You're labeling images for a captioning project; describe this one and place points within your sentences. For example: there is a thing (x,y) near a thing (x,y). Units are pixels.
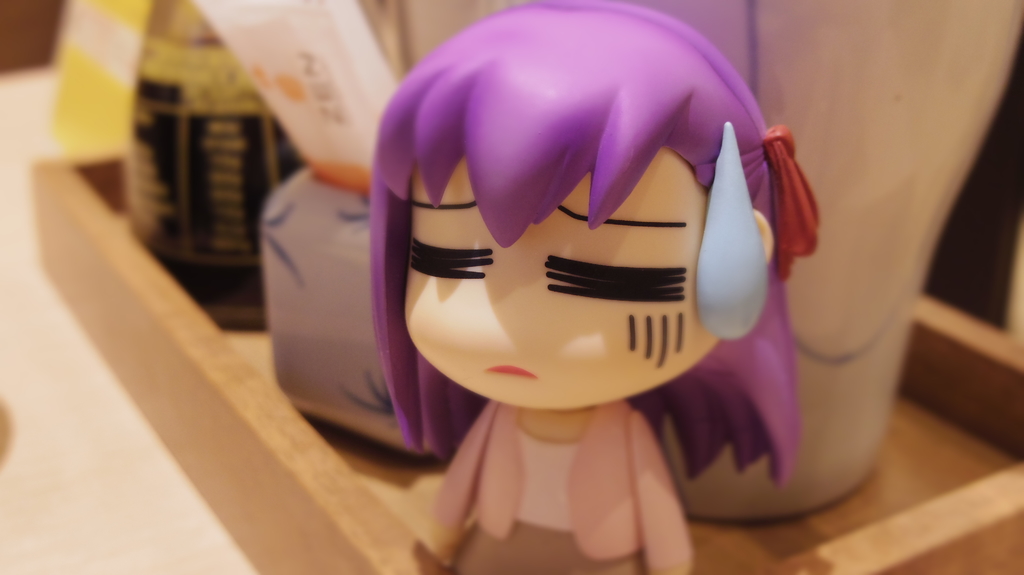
In the picture I can see a toy (549,311). In the background (250,249) I can see a bottle (250,288) and some other objects (306,359) on a wooden tray (335,473). The background of the image (224,215) is blurred.
